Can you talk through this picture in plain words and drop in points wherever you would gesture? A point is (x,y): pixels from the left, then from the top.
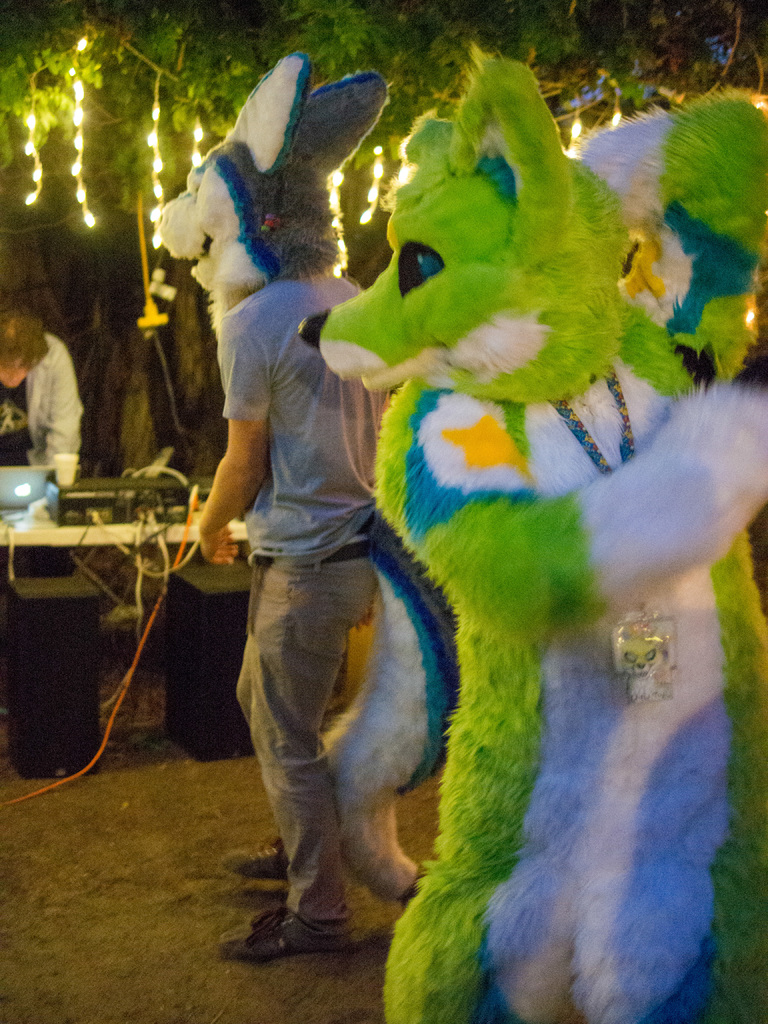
In this image there are two people (484,498) dressed in animal masks (424,319), in front of them on the table (51,522) there are a few electrical equipment (83,524) and a laptop (45,492) and a glass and speakers (58,657) and there are a few cables (158,536), behind the table (51,541) there is a person (39,359), at the top of the image (23,65) there are decorative lights (150,146) on a tree (189,119).
